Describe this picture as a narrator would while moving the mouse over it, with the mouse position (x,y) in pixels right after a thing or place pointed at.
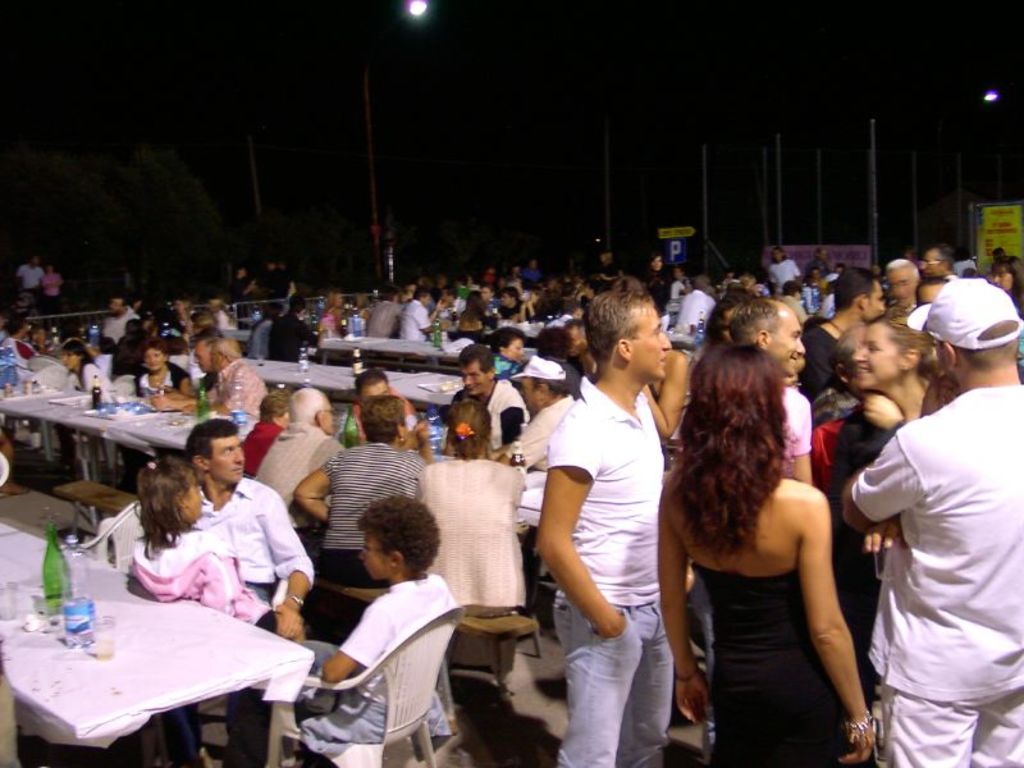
In this picture we can see crowd of people (209,341) where some are sitting on chairs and some are standing and in front of them we have table (111,416) and on table (95,431) we can see glasses (113,627), bottles (50,557), tray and in the background (113,158) we can see pole (872,227), banner (1008,227), light (410,11), tree (139,174) and it is dark.
